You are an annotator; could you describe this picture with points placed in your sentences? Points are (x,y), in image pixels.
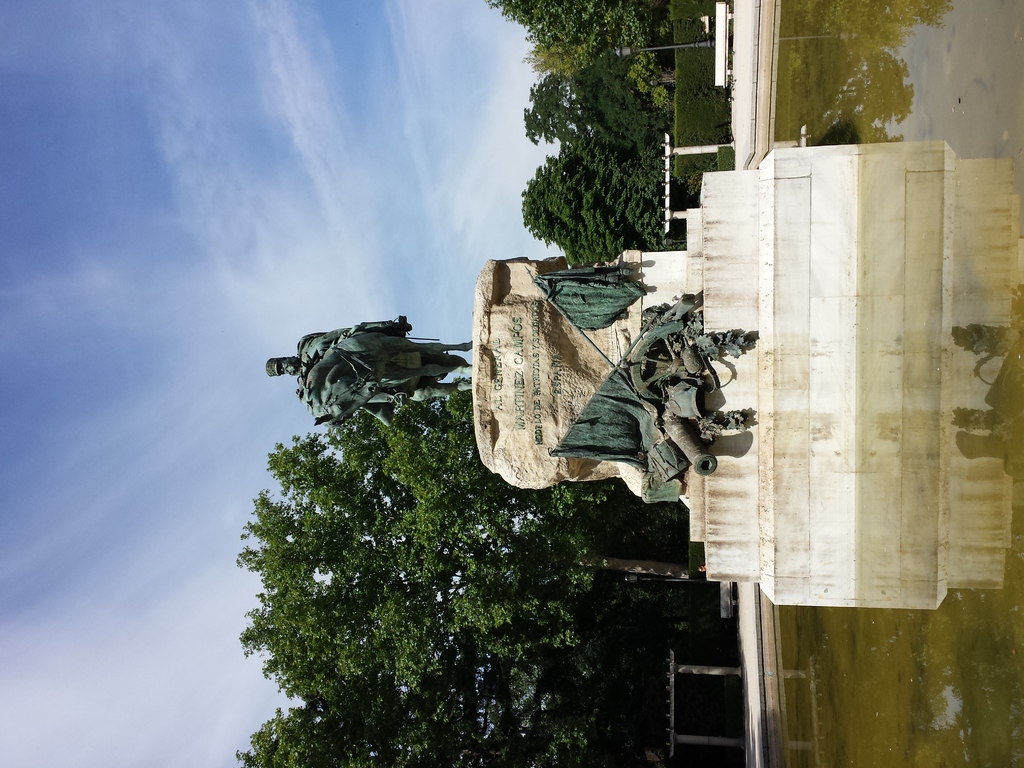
In this image in the center there is one statue (370,370) and a wall (558,433), on the wall (549,363) there is some text (501,345) and in the background (547,606) there are some trees (623,239) and railing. On the right side (939,469) there is a stone base (929,361) and on the left side (158,327) there is sky (164,244).
